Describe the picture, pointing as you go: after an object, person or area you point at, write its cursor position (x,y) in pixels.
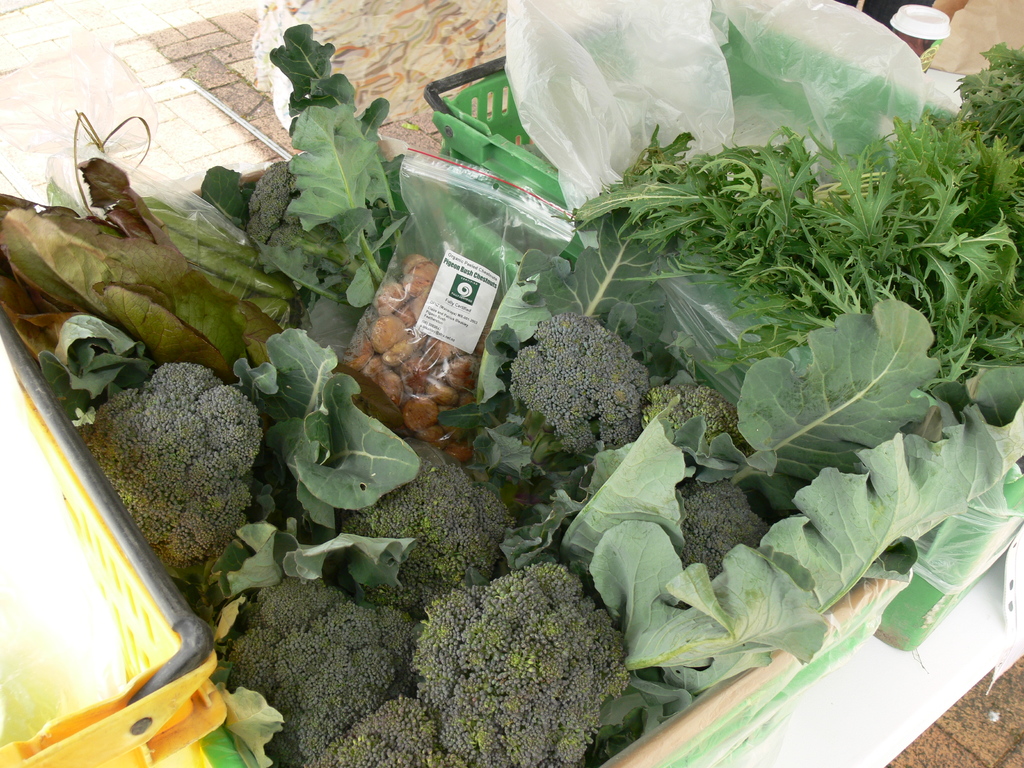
In this picture we can see a few food items (904,129), some food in a packet (478,207) and a yellow color basket (51,620) on the left side (63,699).
